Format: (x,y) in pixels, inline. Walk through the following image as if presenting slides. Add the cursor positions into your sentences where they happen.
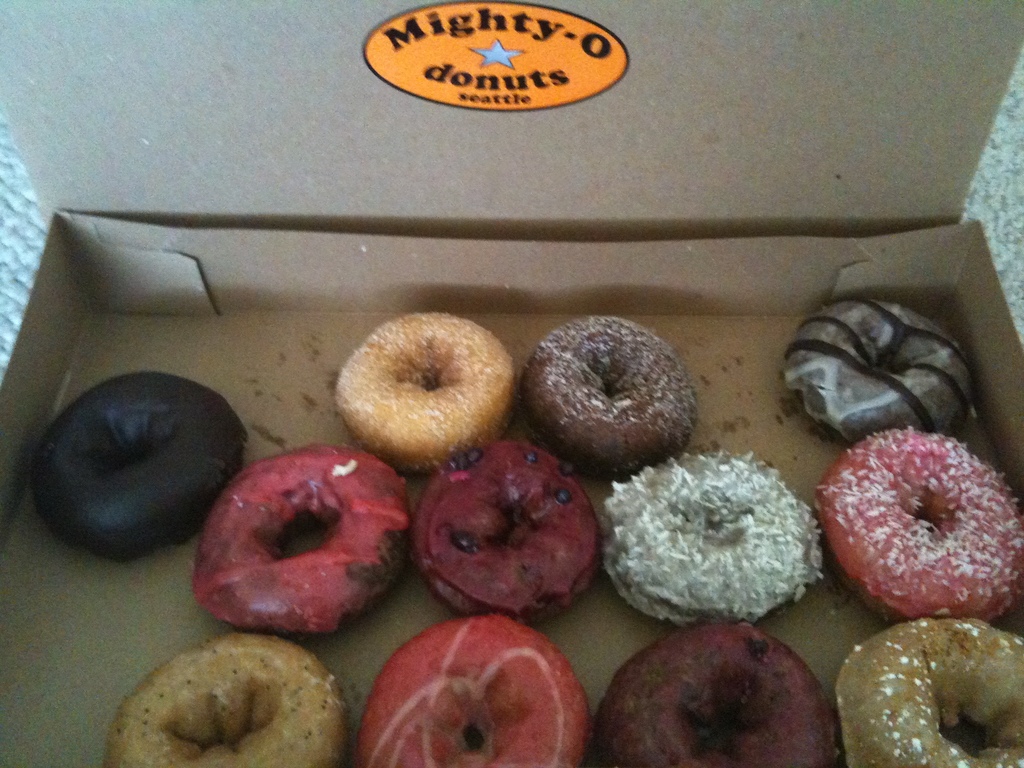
We can see different types of doughnuts (463,532) in a box (454,246) on a cloth like object (11,252).
